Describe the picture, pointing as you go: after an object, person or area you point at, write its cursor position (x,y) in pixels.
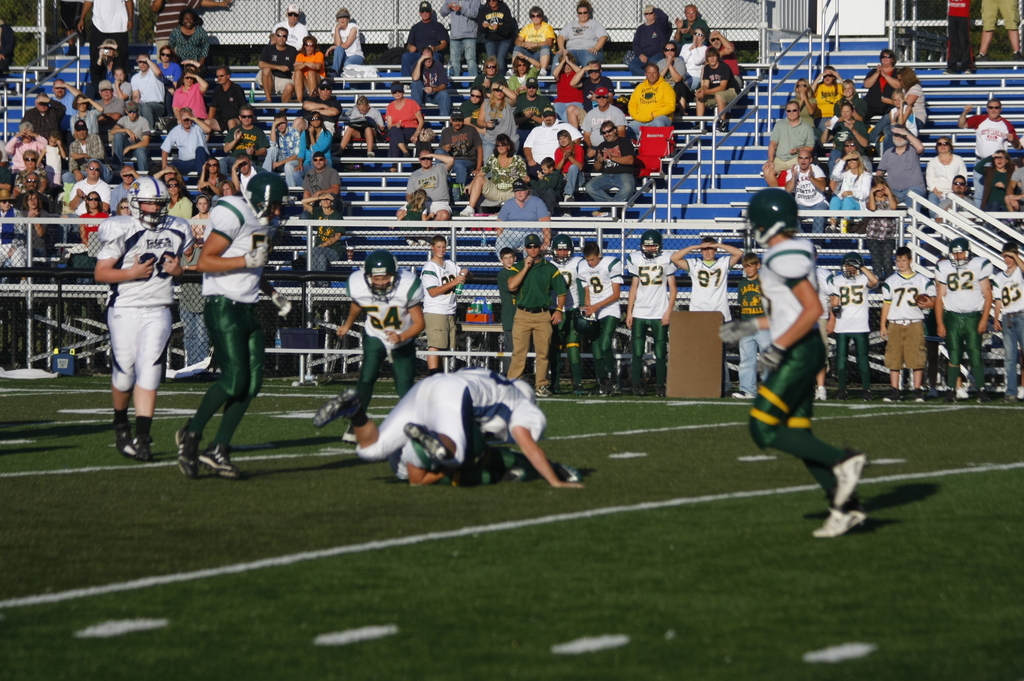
In the middle (428,410) a person (456,472) is lying on the ground (438,578) and there is a person (437,436) on him and around them there are few persons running on the ground (450,526). In the background (185,335) we can see few persons (519,312) are standing at the fence (462,265) and audience (304,74) are sitting on the chairs (689,132), board (673,360) on the ground (674,411) and other objects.
